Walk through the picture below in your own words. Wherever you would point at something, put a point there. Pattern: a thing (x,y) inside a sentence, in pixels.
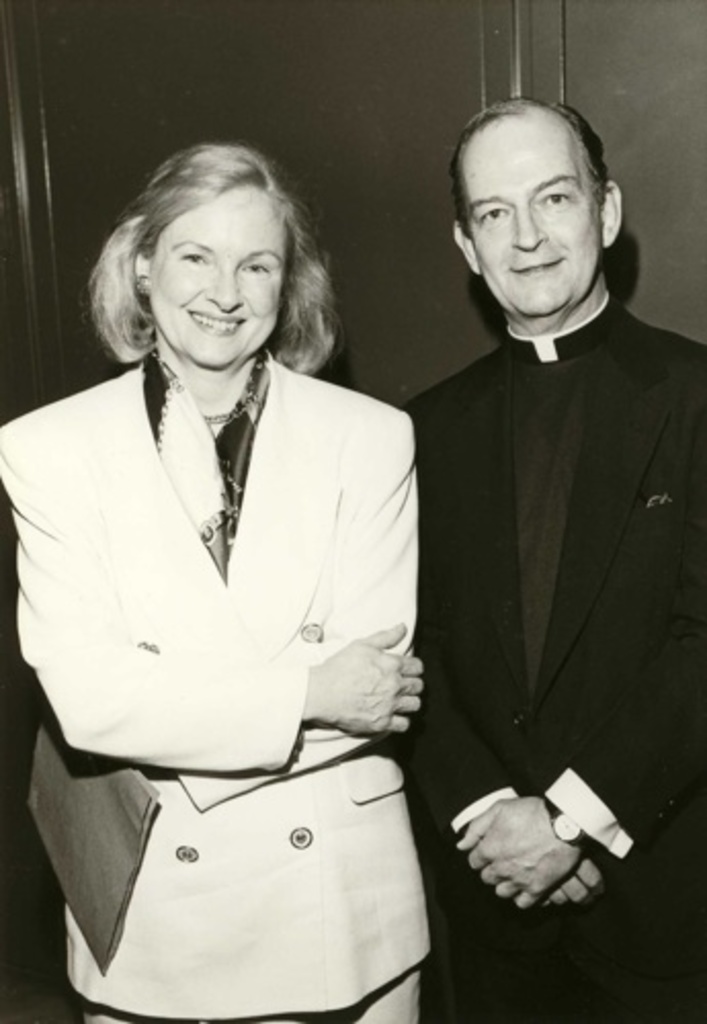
This is a black and white image. In this image there is a lady (144,687) holding something in the hand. There is a man (479,594) wearing watch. In the back (358,45) there is a wall (292,58).
